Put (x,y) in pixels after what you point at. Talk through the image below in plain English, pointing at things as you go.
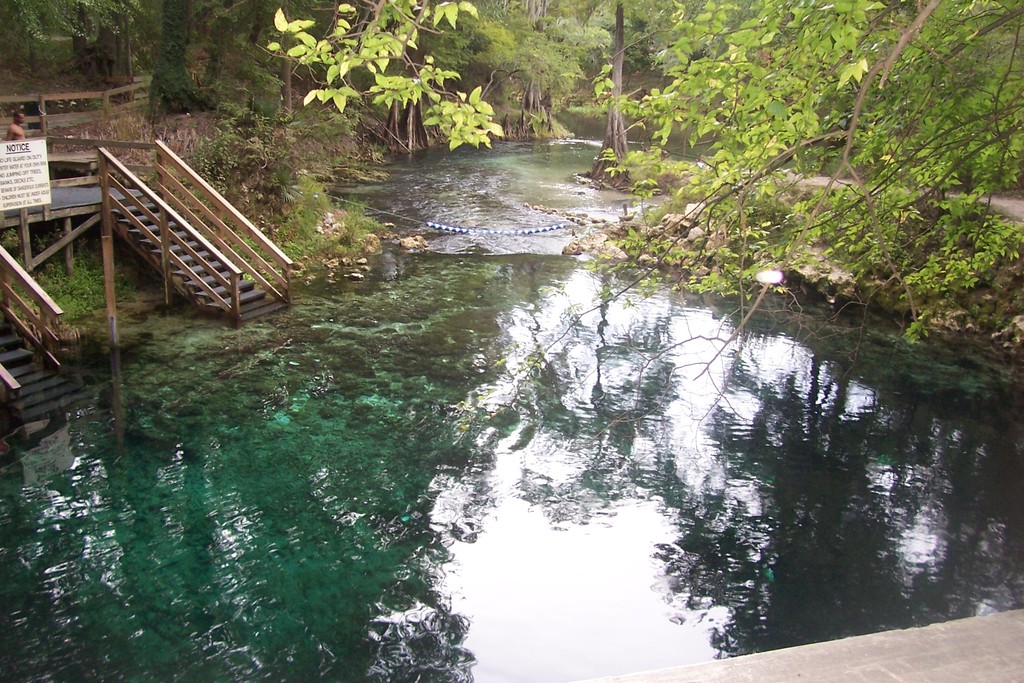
In this image I can see water (282,411), stairs (181,257), number of trees (131,10), a white board (10,162) and over there I can see a person (19,130). On this board (43,181) I can see something is written and I can also see reflection (502,465) in water (300,447).
